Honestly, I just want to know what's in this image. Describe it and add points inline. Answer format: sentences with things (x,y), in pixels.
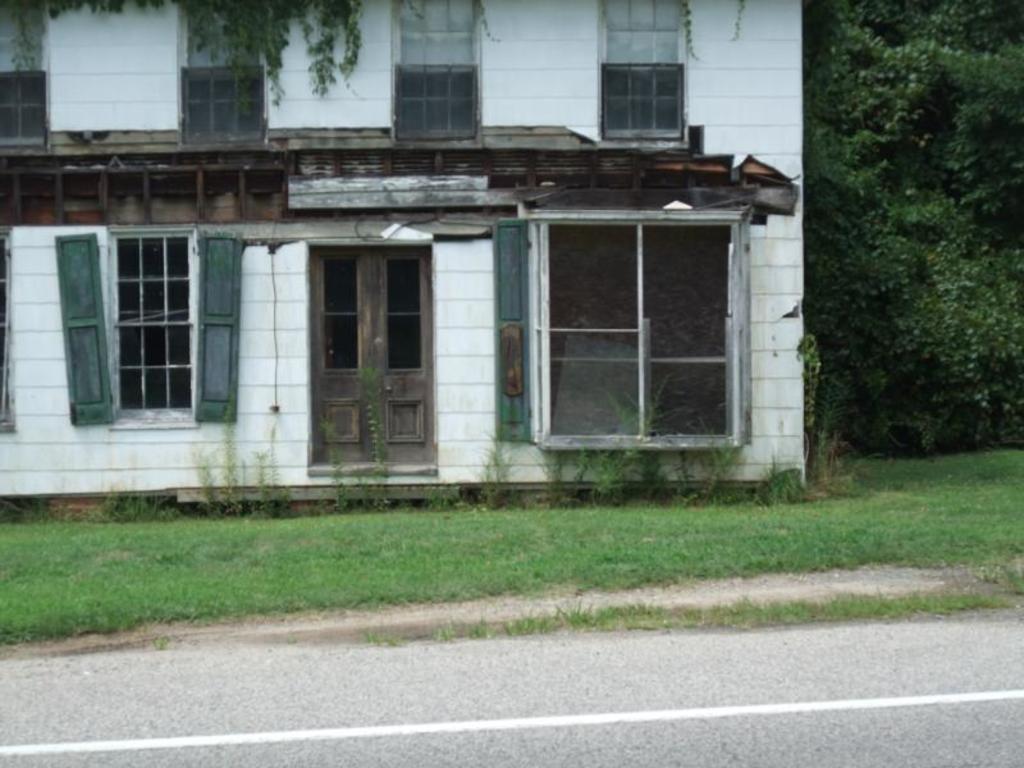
In this image, I can see a building (70,471) with a door (352,332) and windows (178,341). In front of the building (522,430), I can see the grass (415,561) and road (746,706). On the right side of the image (927,355), there are trees (892,355).
